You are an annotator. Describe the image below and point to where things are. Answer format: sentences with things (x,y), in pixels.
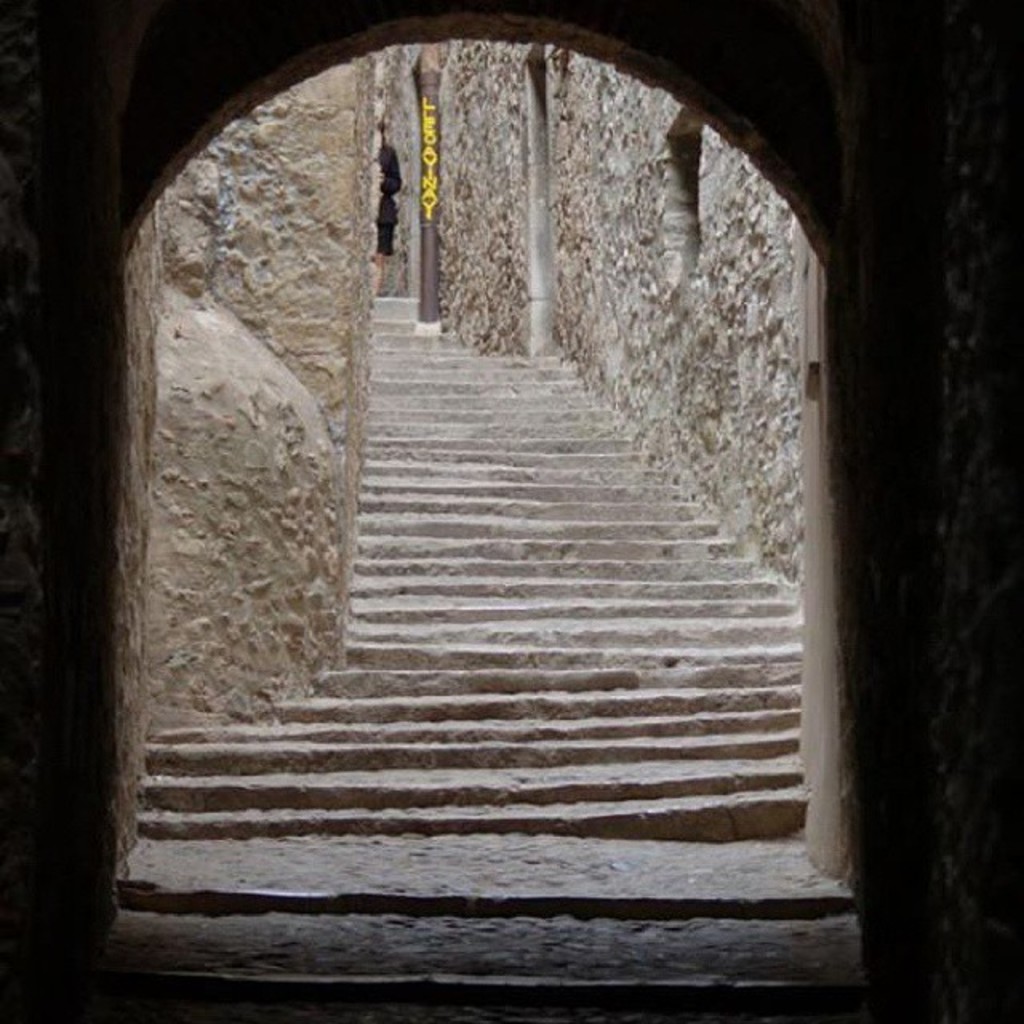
In this picture I can see the staircase (524,579) at the center (480,365).
